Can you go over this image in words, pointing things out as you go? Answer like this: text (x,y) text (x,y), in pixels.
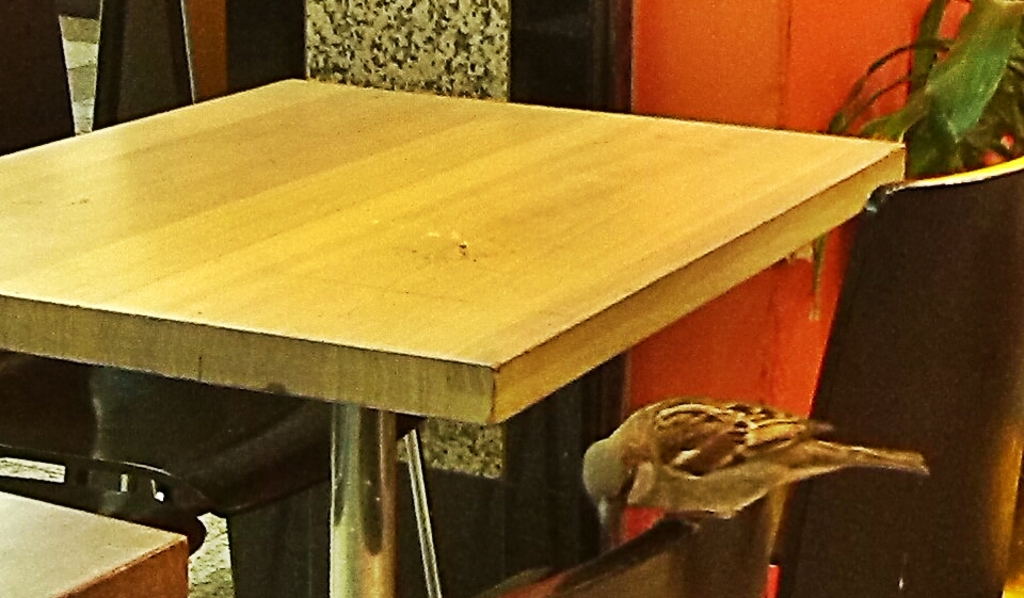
In the image there is a table (465,283) in the middle (400,334) and over the right side (709,500) corner there is a bird (782,478) and over the top there is a plant (964,93).
